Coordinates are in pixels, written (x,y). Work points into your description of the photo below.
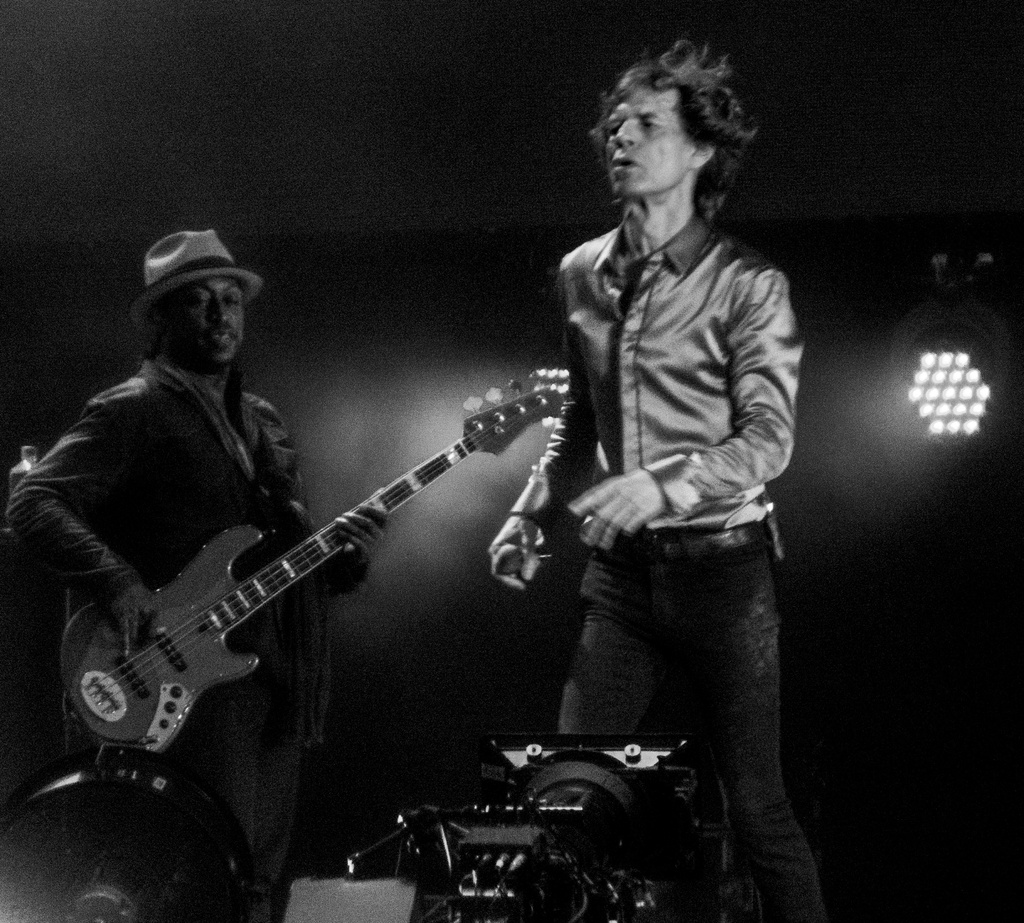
This is a black and white picture. Here we can see two persons (622,500). He is playing guitar (206,548) and he wear a cap (165,286). And this is light (948,409).
